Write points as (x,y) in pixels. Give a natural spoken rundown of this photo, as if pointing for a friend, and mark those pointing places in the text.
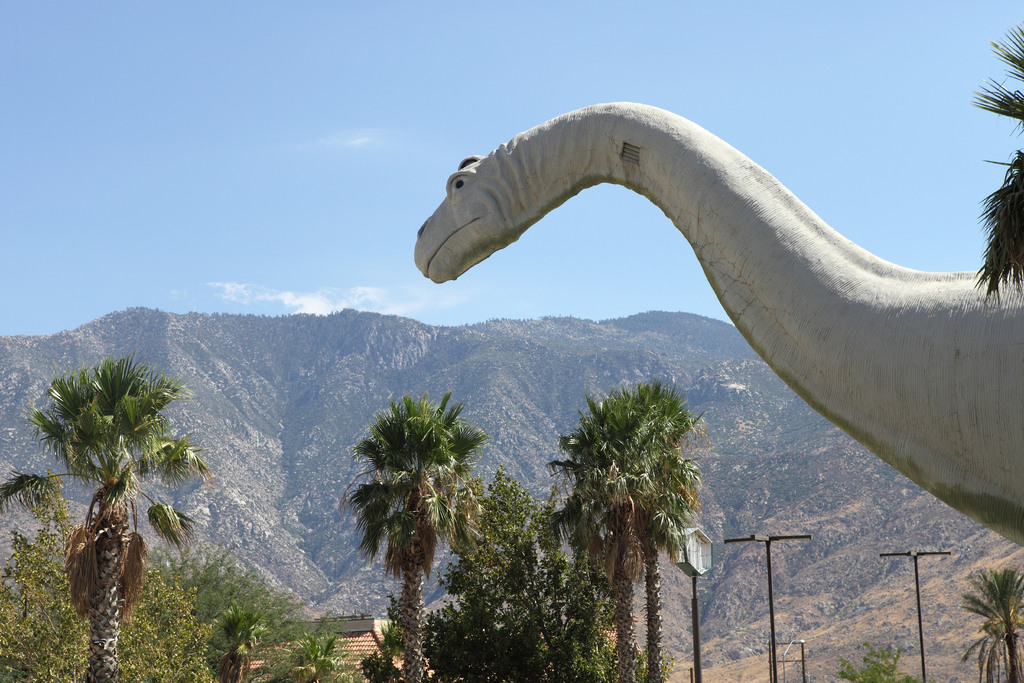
Here in the front (599,140) we can see a dinosaur statue (606,158) present over there and we can see trees (481,601) and plants (449,594) present all over there and we can see light posts (766,558) also present here and there and we can see mountains (609,375) covered with plants (795,500) and grass (328,365) all over there and we can see clouds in the sky (306,276).
